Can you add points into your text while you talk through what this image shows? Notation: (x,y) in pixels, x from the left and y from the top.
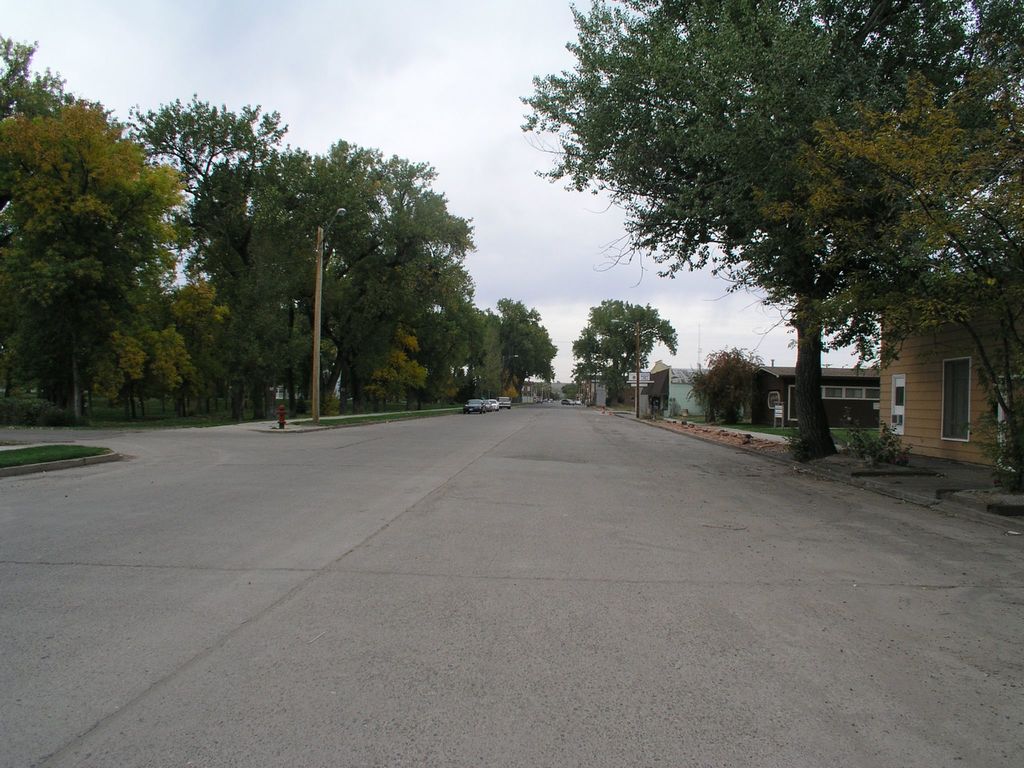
There are cars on the road (389,543). Here we can see poles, trees (61,235), grass (42,461), and houses (843,386). In the background (602,247) there is sky (482,173).
